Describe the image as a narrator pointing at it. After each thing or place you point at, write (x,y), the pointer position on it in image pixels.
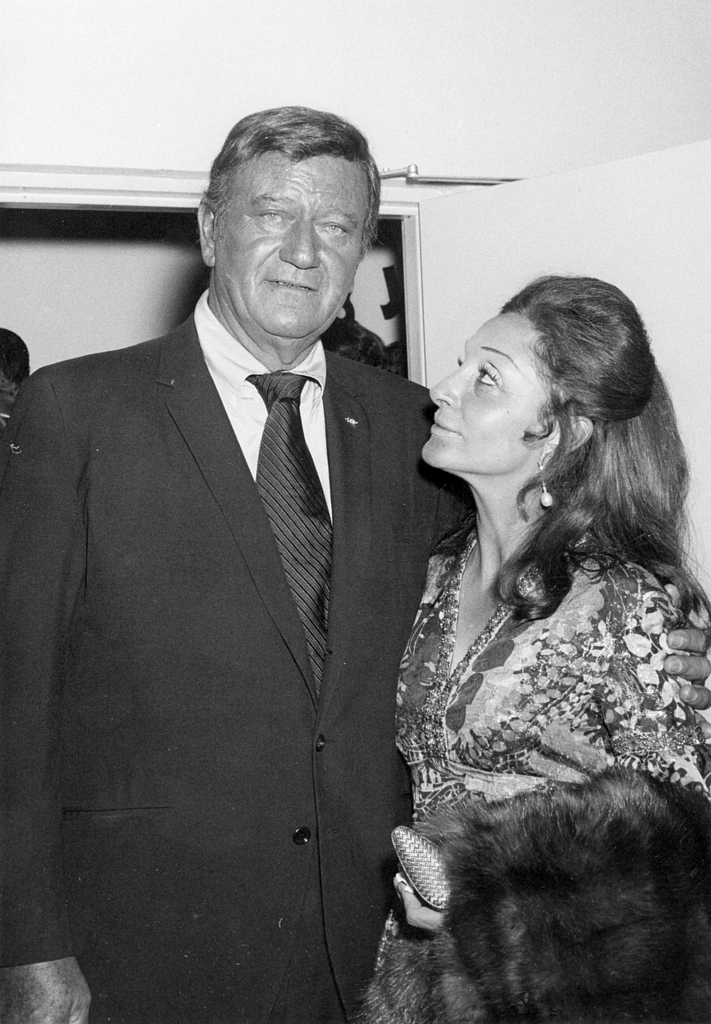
In this picture there is a person (177,593) wearing suit (177,691) is standing and there is a woman (686,624) standing beside him is looking at him and there are some other objects (138,226) in the background (170,186).
